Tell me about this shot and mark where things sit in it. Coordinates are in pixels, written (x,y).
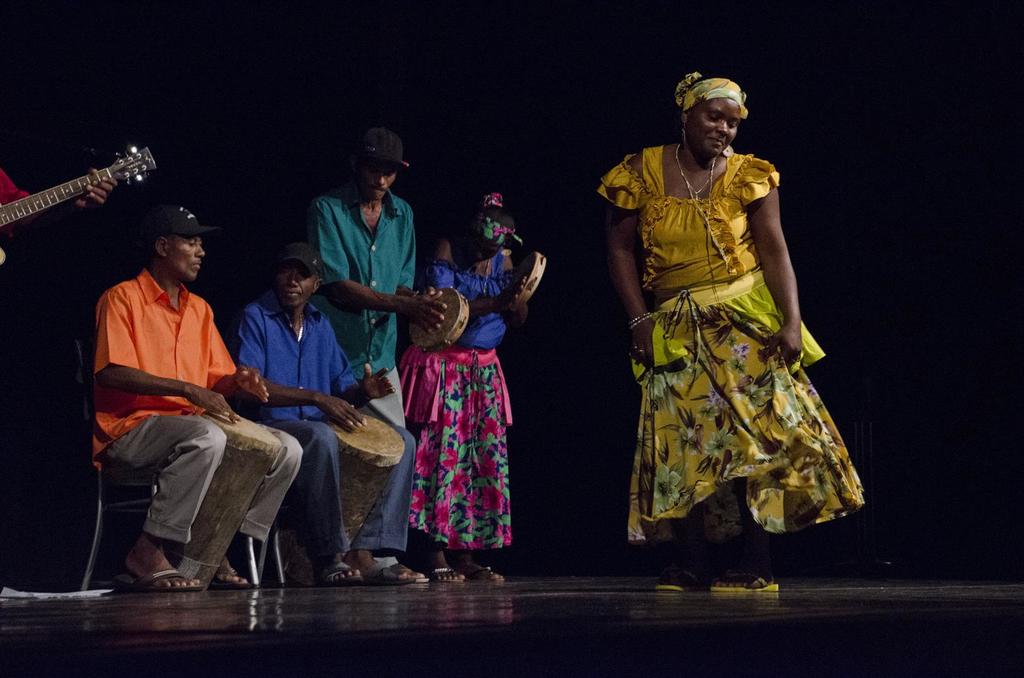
The image is clicked during a stage performance. In the right of the picture (684,278) there is a woman (678,305) dancing. On the left (252,358) there are people (304,335) playing different musical instrument (440,295) and a person (18,195) playing guitar (43,201). The background (555,88) is dark.
